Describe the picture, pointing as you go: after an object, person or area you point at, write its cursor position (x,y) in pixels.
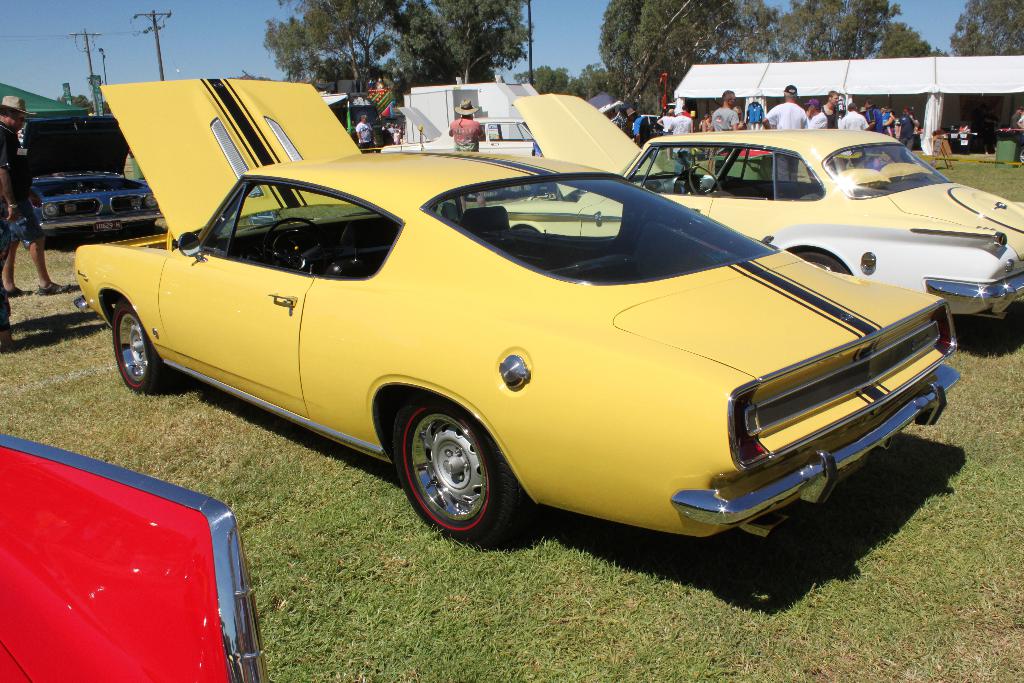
This picture shows few cars (210,235) parked and we see few people (846,111) standing and couple of them wore hats (7,111) on their heads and we see all the car bonnets (194,150) are opened and we see trees (796,26) and couple of electrical poles (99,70) and we see tents (855,78) on the side and a blue sky (587,44) and we see grass (801,584) on the ground (416,538).
